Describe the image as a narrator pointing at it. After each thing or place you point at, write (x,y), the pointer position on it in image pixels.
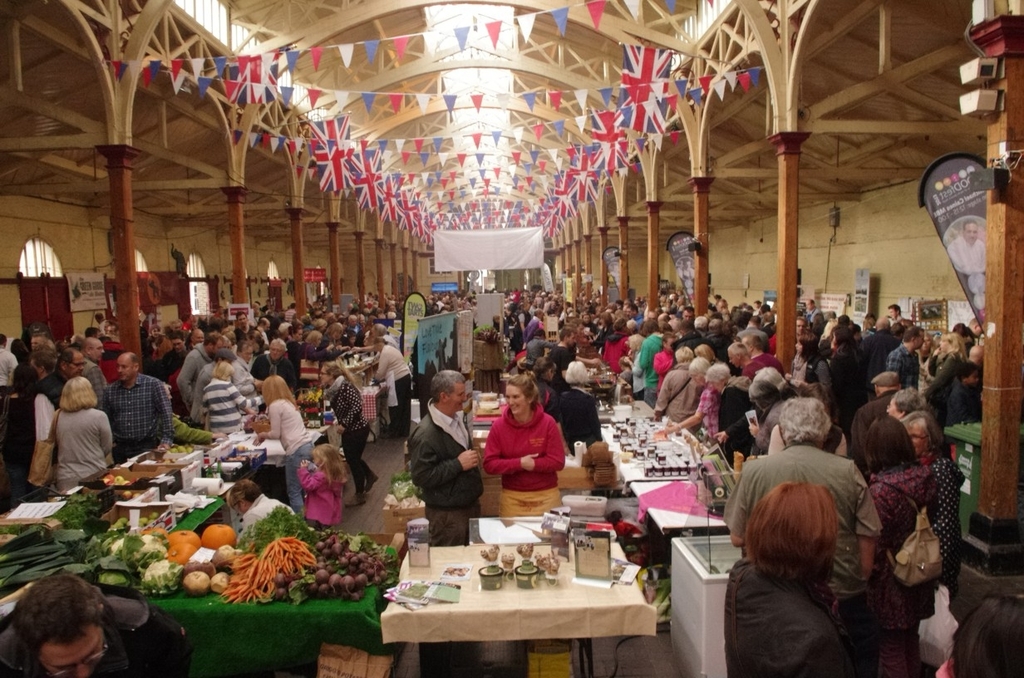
In the image there are many people (270,371) standing. There are tables (202,605) with vegetables (178,558) and some other items (184,472). There are pillars (787,331), walls (859,266) with posters (861,284) and doors (270,292). At the top of the image (396,192) there are decorative flags (463,162).
